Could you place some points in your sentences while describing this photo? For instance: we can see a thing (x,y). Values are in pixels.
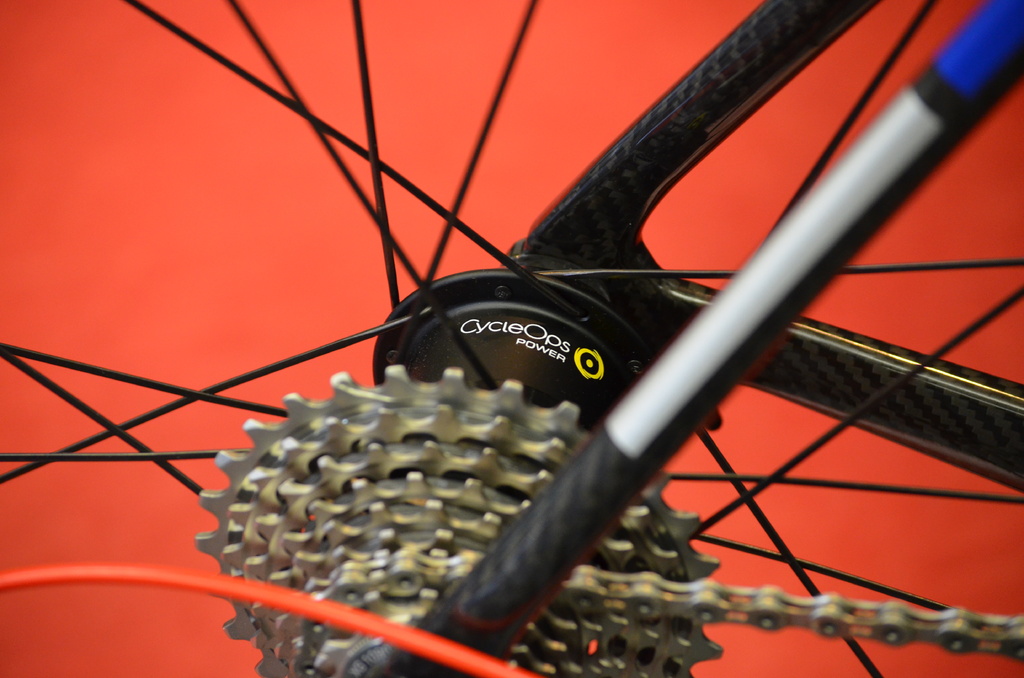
In this image we can see spokes (394,275), chain (599,583) and hub (590,364). Background (605,31) it is in red color.
